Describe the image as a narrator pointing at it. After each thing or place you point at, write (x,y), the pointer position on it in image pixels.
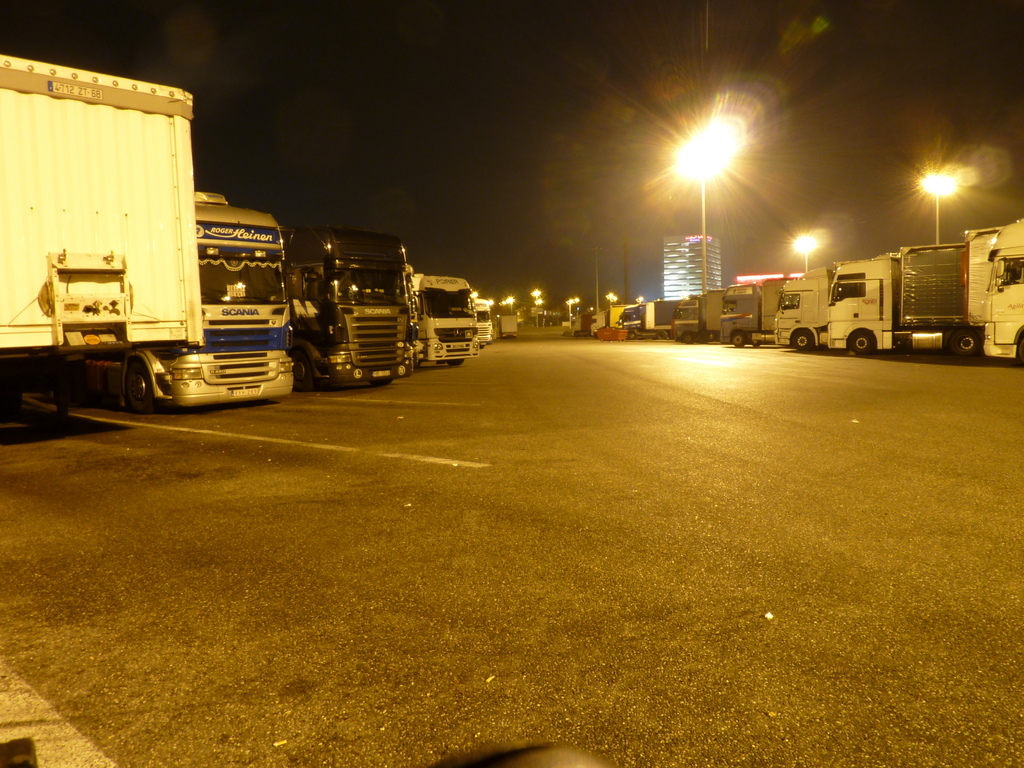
In this picture we can see vehicles (367,320) on the road (559,367), building (689,281), poles (612,294) with lights (808,233) and some objects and in the background (434,222) it is dark.
